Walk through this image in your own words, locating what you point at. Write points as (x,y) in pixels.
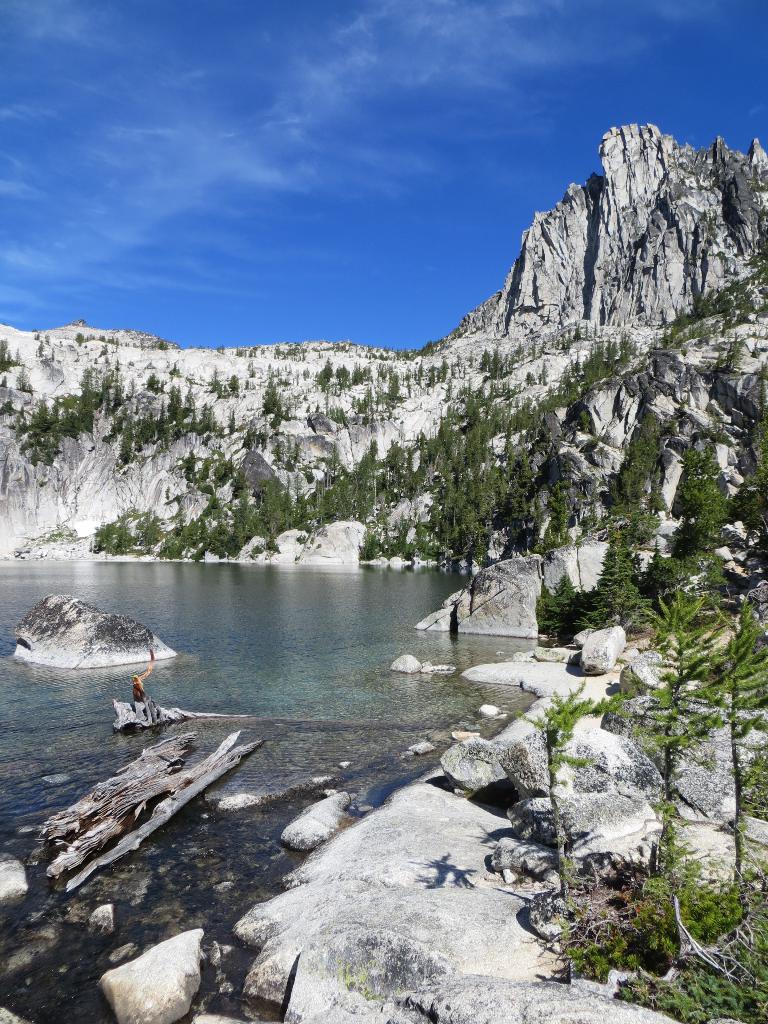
In this picture we can see wooden trunks (146,777) in the water (70,802), in the background (590,436) we can see few trees (554,720), rocks (597,548) and clouds (378,173).
